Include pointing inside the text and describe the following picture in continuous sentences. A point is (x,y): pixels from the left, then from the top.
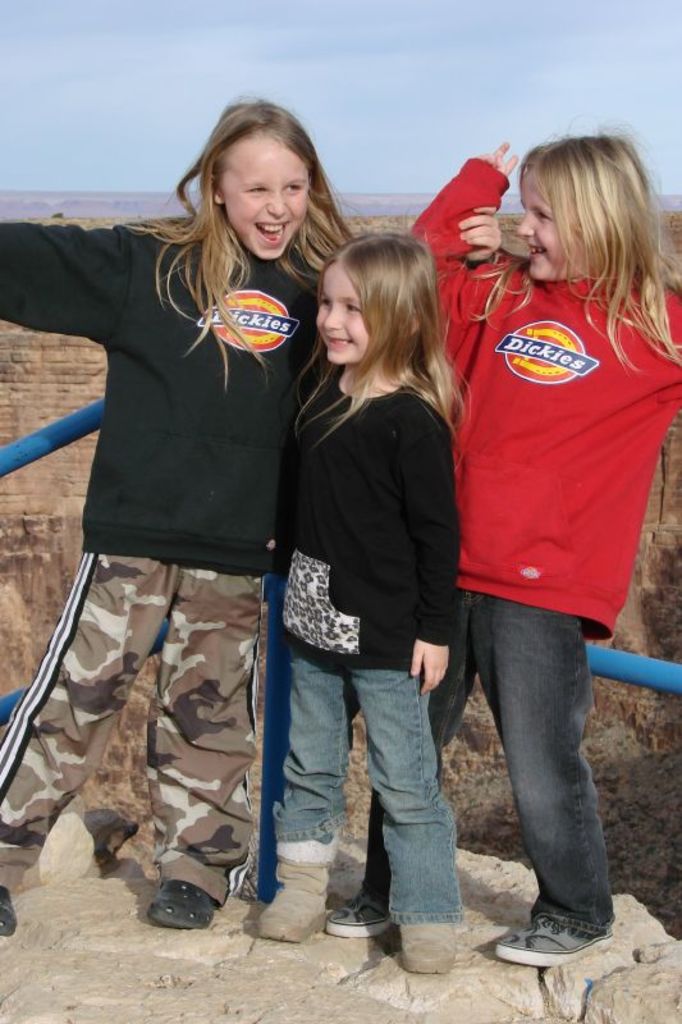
In the picture I can see three girls (445,365) standing on the rock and there is a smile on their faces (241,187). There are clouds (600,58) in the sky (560,45).
